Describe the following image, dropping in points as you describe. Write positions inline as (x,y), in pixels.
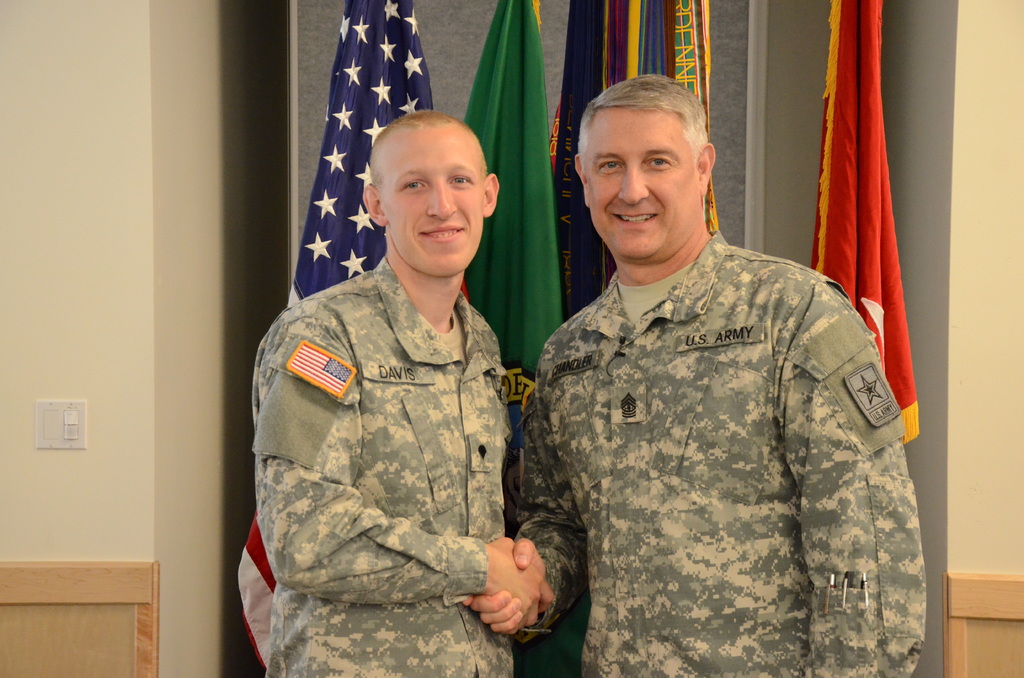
In this image, in the middle (635,439), we can see two men (655,480) are shaking their hands (534,599) to each other. In the background (423,71), we can see some flags (396,80), wall (204,347) and a switchboard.
